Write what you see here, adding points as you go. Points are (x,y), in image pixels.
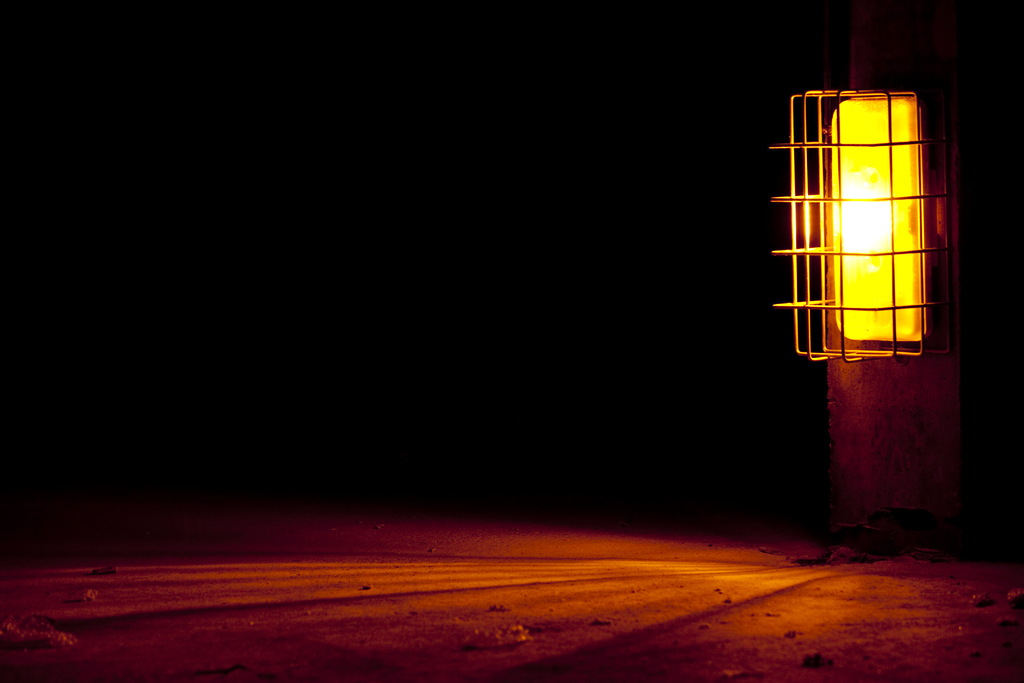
This image is taken during night mode. In this image there is a light (907,259) to the pole (929,346). At the bottom (215,593) we can see ground (291,642).
